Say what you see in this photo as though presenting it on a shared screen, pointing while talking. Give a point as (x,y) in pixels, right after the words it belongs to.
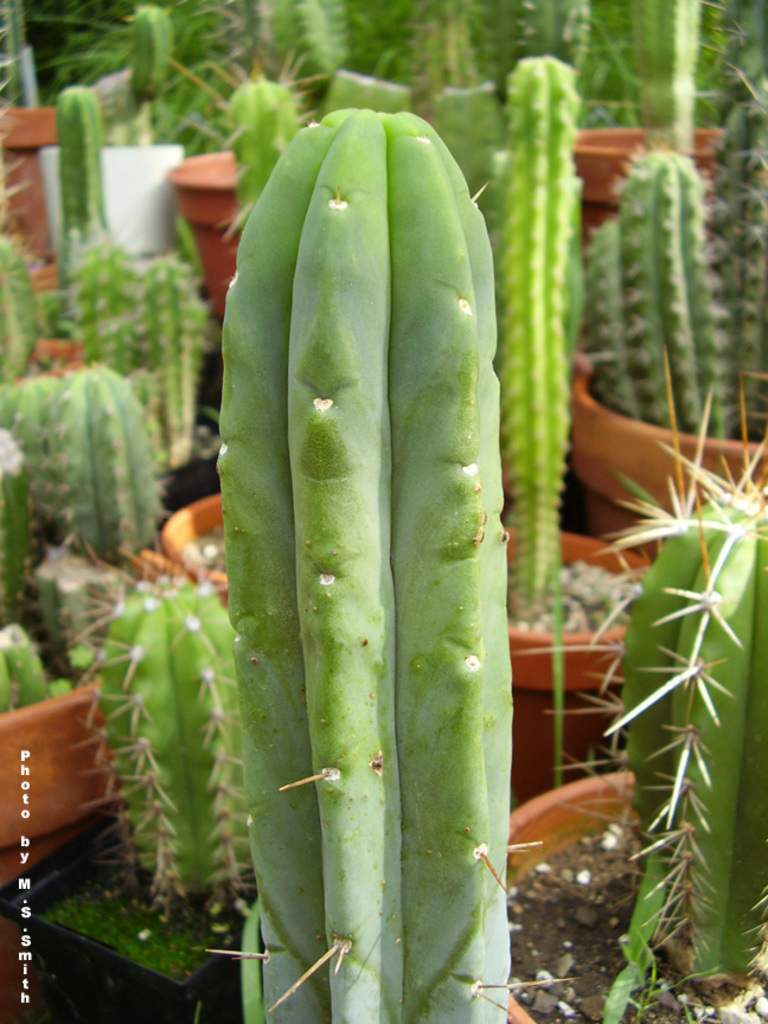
In this picture we can see cactus pot plants (391,622). These are thorns (192,628). On the left side of the picture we can see water mark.
